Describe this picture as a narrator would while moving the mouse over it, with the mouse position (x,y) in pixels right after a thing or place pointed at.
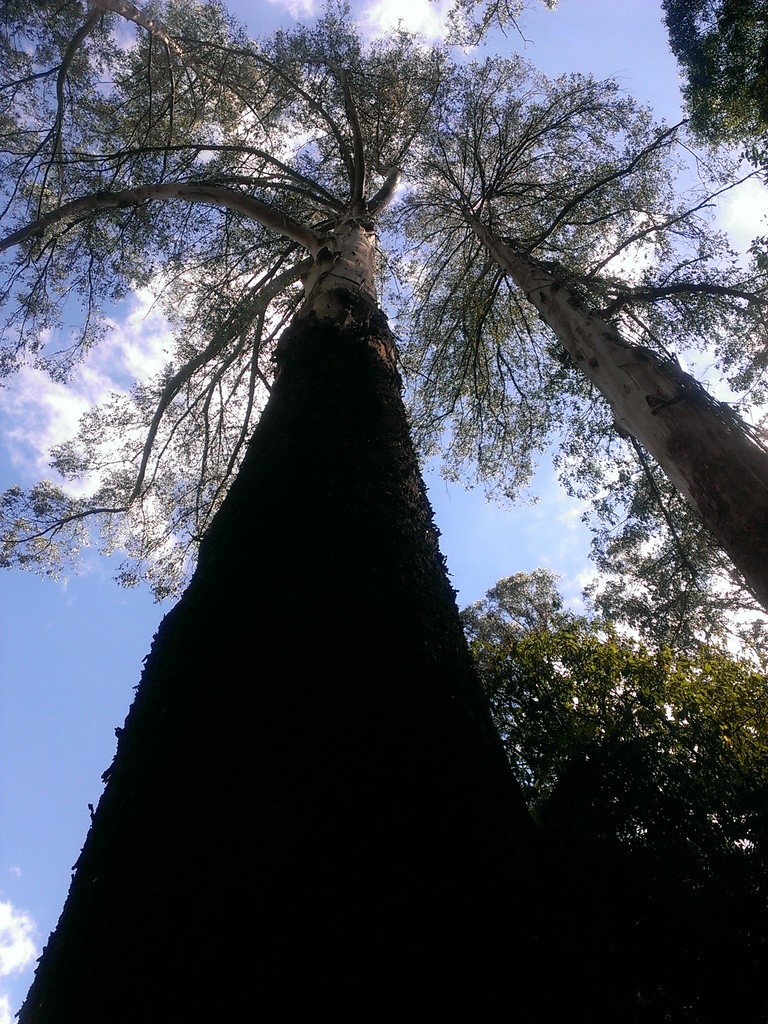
In this image there are trees (752,680) and in the background (481,579) there is a sky (540,523) with clouds (71,489).
